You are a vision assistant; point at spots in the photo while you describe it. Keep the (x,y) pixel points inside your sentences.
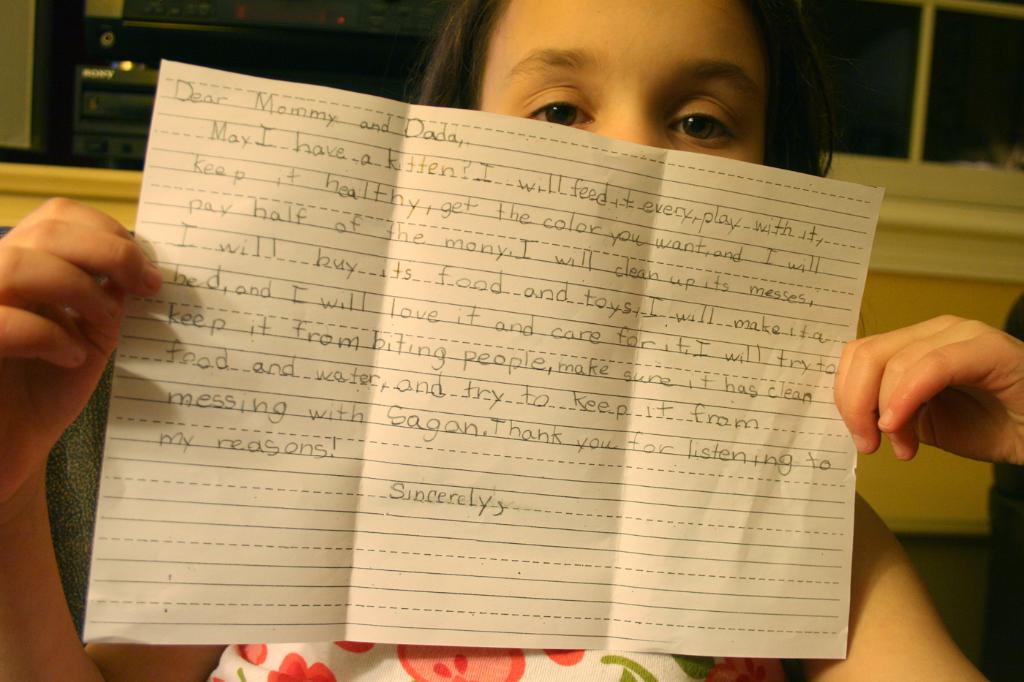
In this image there is a girl (804,666) holding a paper (538,367), on that paper (484,401) there is some text (451,416), in the background (963,63) there is a wall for that wall (998,201) there are windows (949,88).
